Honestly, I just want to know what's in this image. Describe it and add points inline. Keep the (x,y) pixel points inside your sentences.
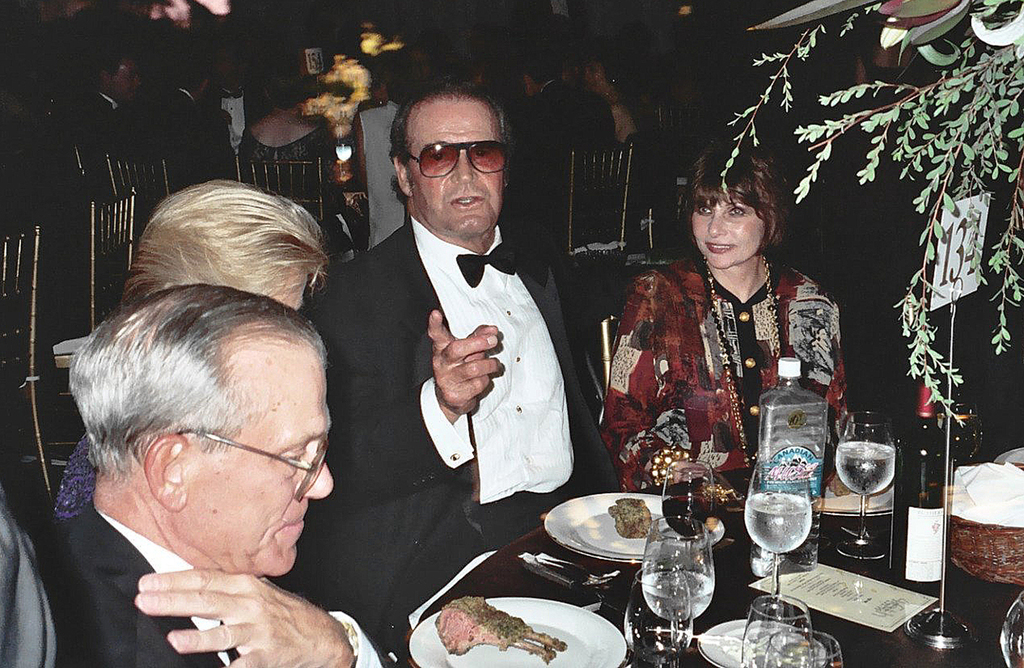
In this image we can see a few people (521,250) are sitting on the chairs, in front of them there is a table (820,627), on that there are food items (553,642) on the plate (578,625), there are glasses (761,523), there is a bottle (797,443), there is a board (945,277) on the stand (951,295) with numbers (971,259) on it, also we can see a card (876,598) with text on it, there is a houseplant (966,181), and the background (881,204) is dark.
